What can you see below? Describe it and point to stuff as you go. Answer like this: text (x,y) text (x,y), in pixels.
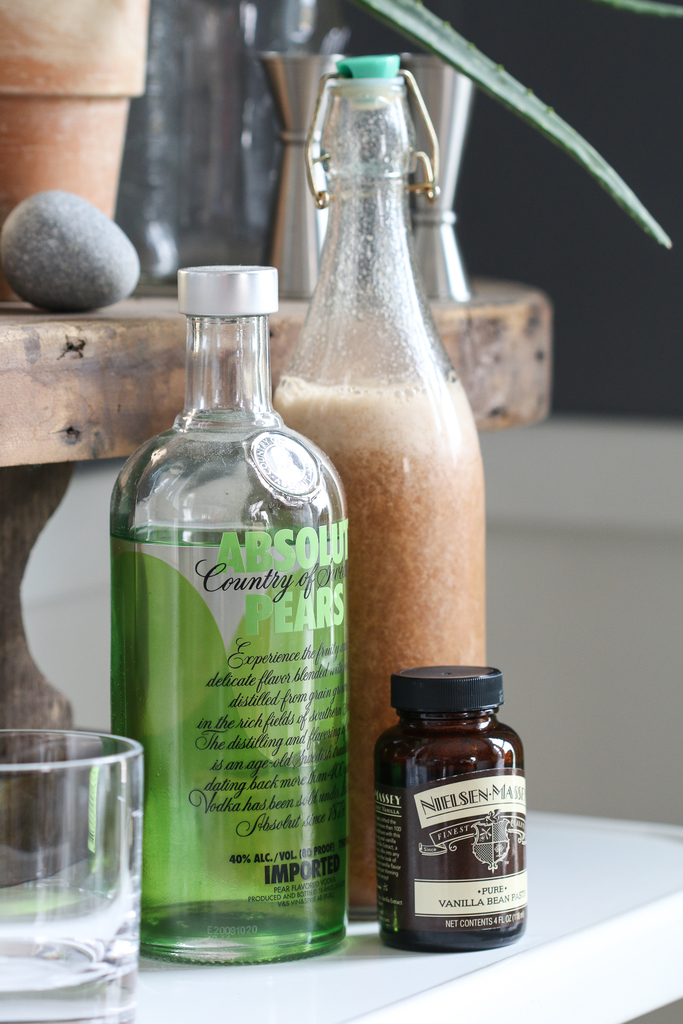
In this picture there is an Absolut vodka pears (270,560) and there is an empty glass (72,798), a brown color small container (402,844) and a glass bottle (413,465) kept on a white table (621,878). In the background (77,358) we observe a brown table (72,378) on top of which a stone (96,271) two mixers (291,70) are placed.
